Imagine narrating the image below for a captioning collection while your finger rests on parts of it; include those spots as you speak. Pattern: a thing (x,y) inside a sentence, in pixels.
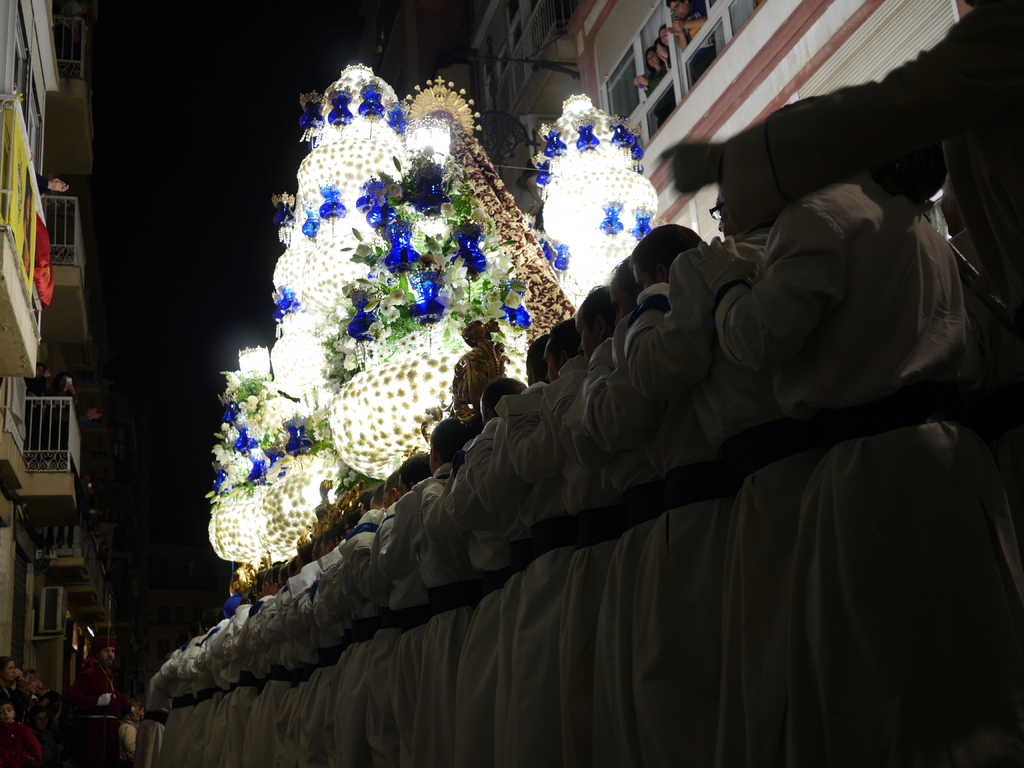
In this image there are few people (411,586) standing in the line and carrying the lights (417,277). They are wearing the white costume (570,572). There are buildings (770,30) on either side of them. This image is taken during the night time.
